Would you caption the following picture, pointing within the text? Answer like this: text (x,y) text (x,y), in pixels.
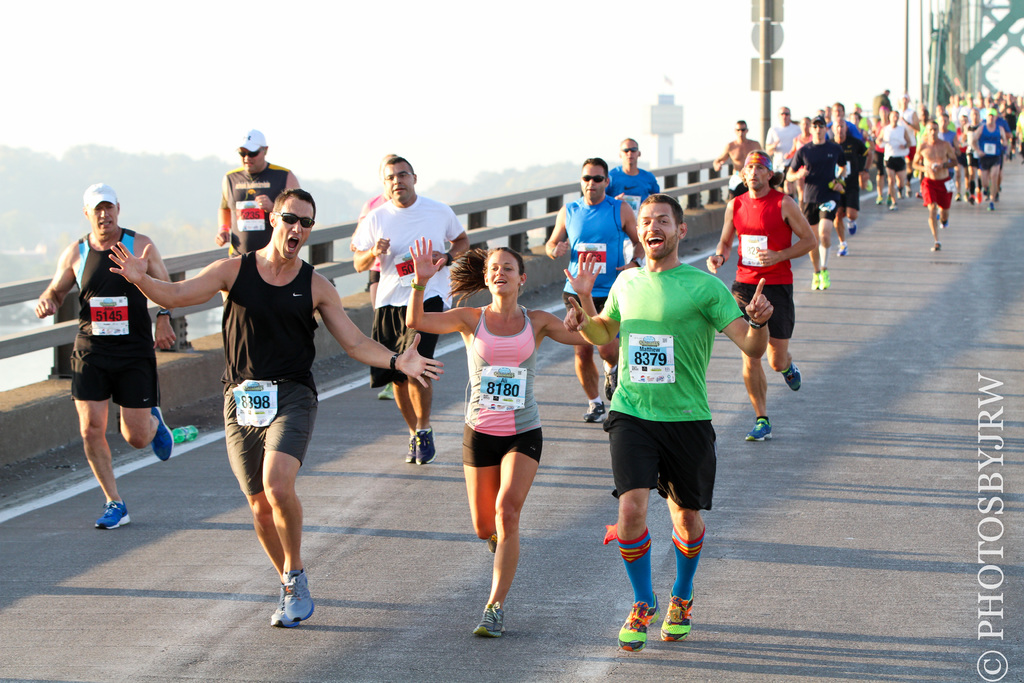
In this picture there are people (994,197) running on the road (716,364) and we can see boards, poles (765,108) and fence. In the background of the image (456,128) we can see trees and sky (741,81).
